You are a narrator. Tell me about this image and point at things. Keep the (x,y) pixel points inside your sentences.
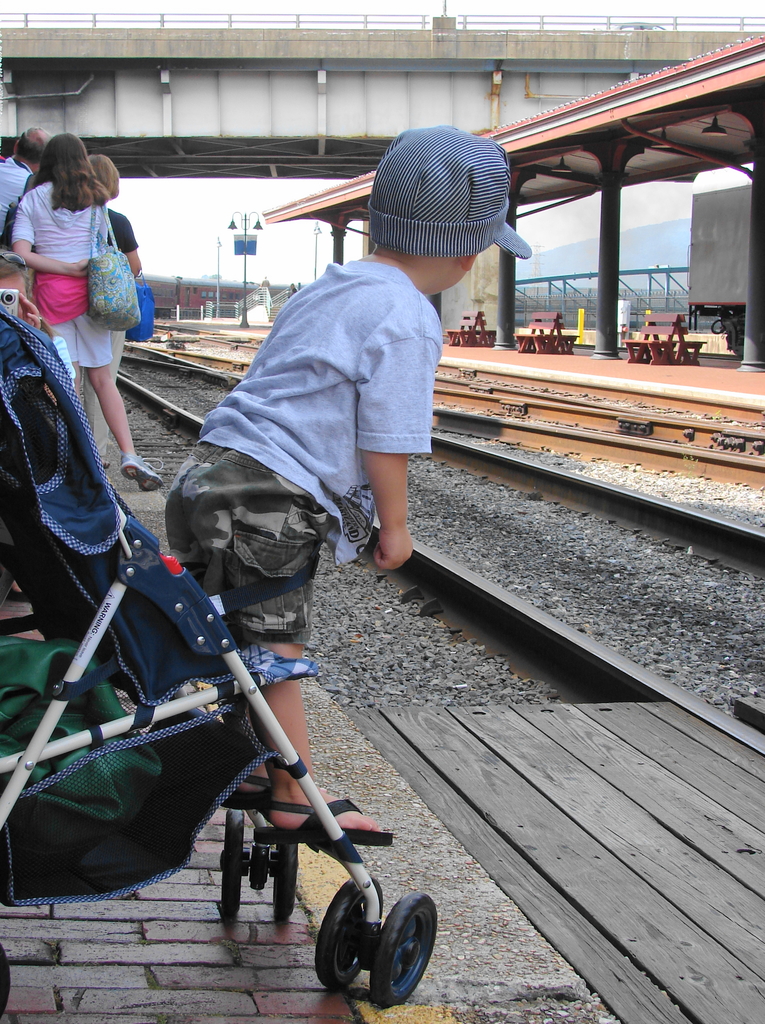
This is a railway station (592,500). On the left side (93,564) there is a baby (274,468) standing on a baby chair (57,537). In the background (45,280) few people (70,279) are standing on the platform (125,491). On the right side (596,615), I can see the railway tracks (547,514). In the background (94,53) there is a bridge (240,90) and a train (183,302).
